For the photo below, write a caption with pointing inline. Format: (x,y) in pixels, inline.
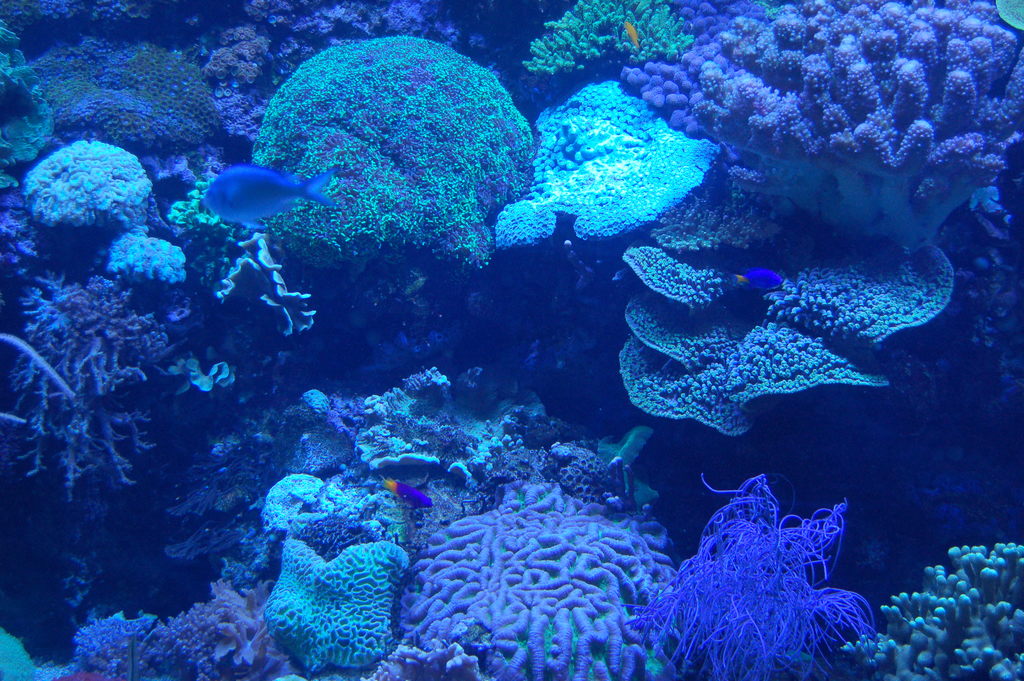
In this image we can see a coral reef (488,441) and some fishes (219,180) in the water (309,278).
